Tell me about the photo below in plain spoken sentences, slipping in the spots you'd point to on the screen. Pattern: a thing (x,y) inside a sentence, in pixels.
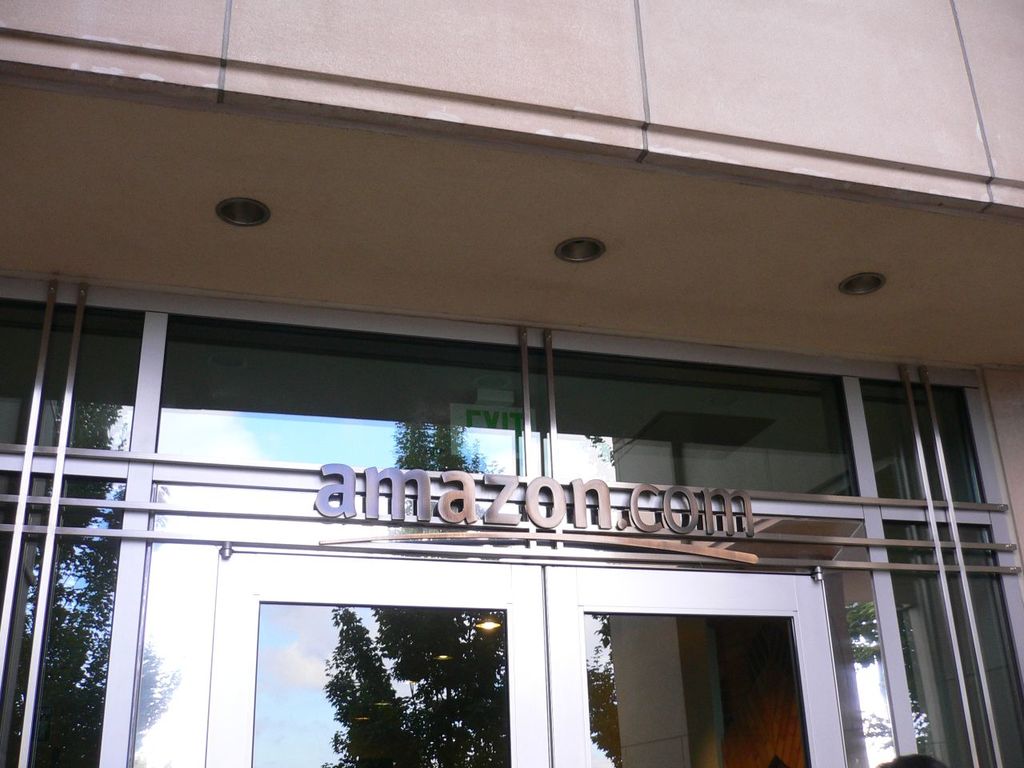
This picture shows a building (547,9) and we see a glass door (506,605) and a name board (411,468) on it and we see reflection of trees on the glass (794,377).
